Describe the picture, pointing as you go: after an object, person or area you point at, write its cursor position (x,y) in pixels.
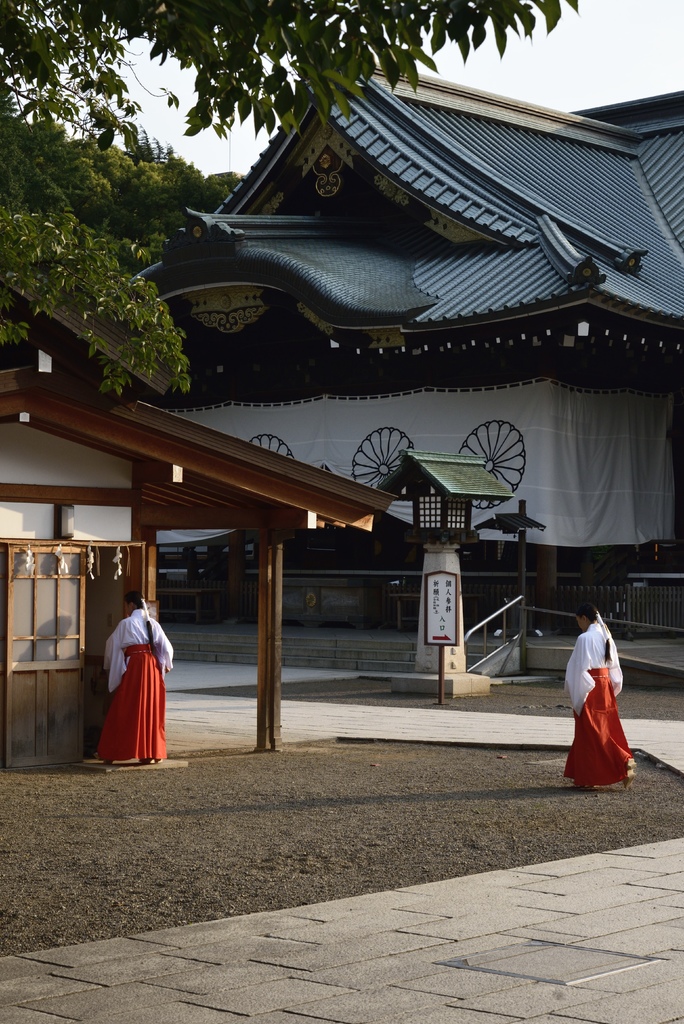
In the center of the image (341,364) we can see a house (532,356) and a cloth (561,445) are present. On the left side of the image (132,348) a tree (48,47) and a lady (129,682) are there. At the bottom of the image (398,887) ground (414,829) is present. In the middle of the image (442,617) a sign board (442,617) is there. At the top of the image (614,52) sky (614,52) is present.
